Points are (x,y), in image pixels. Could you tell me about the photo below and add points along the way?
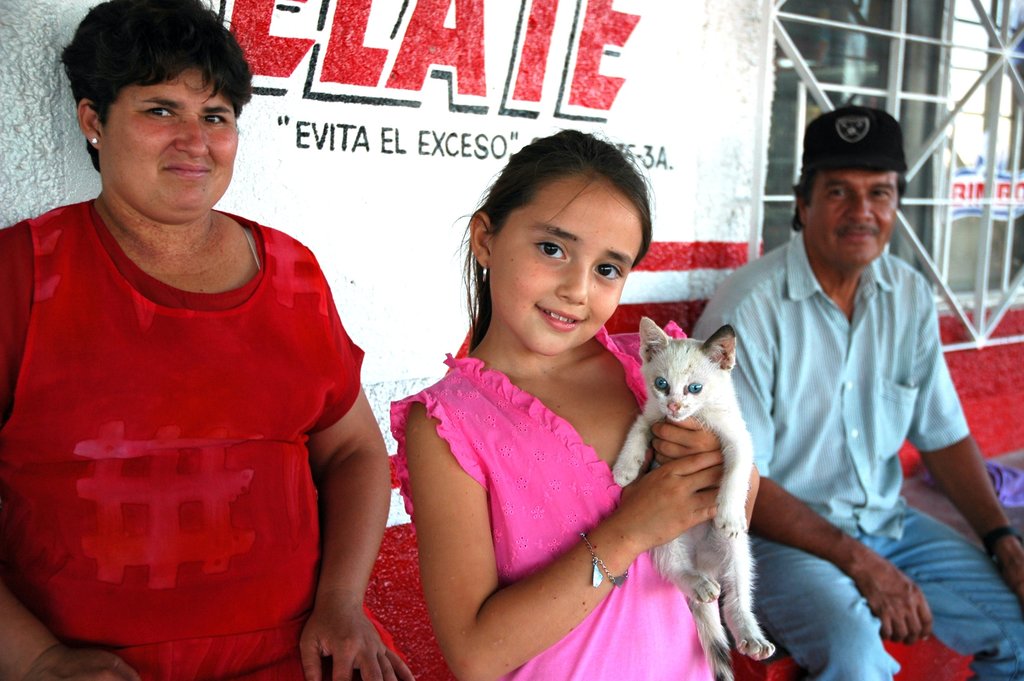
In this image i can see a man (919,408) wearing a cap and smiling. Here we have a woman (108,375) wearing a red color dress (169,412) and smiling. Here we also have a girl (517,455) holding cat (728,416) in her hand (617,540) and smiling.
